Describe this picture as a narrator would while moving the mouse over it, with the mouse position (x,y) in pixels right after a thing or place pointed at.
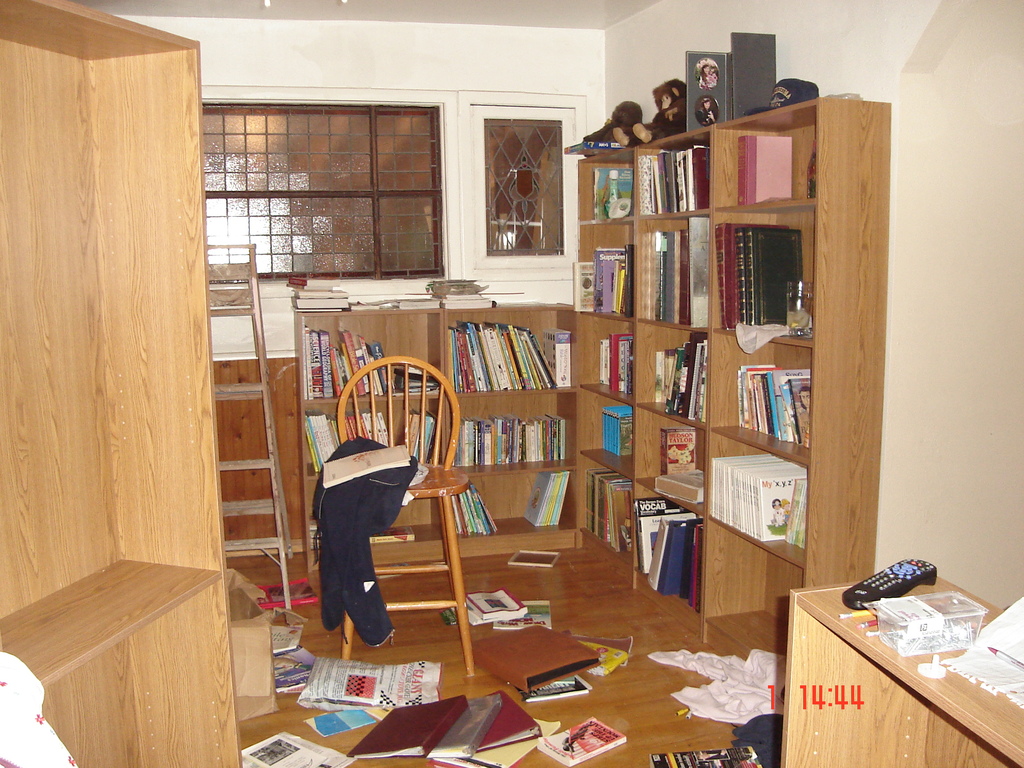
This picture is clicked in the room (526,497). In the center (438,485) there is a chair (443,490). In the background (464,461) there are shelves (511,408) filled with books (531,380). At the right side (914,664) there is a table (937,692). On the table (976,698) there is a plastic container (919,620) and remote (885,578) and the left side (14,312) there is a wooden empty shelf (94,515). On the floor (448,693) there are files (453,718), papers (506,621).
